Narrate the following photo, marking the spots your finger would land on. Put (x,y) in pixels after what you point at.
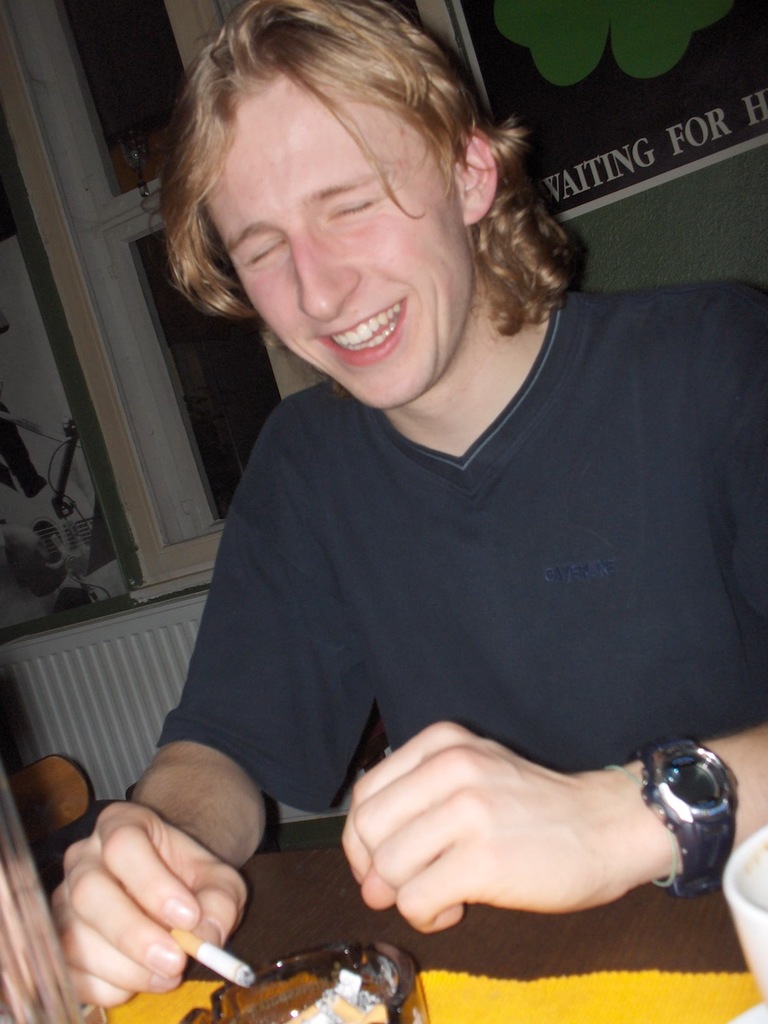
Here I can see a person (398,476) wearing a t-shirt (421,567) and smiling. In front of this person (308,732) there is a table (447,960) on which few bowls (404,1000), cloth (452,1020) and some other objects (38,956) are placed. Here I can see a watch (671,793) to the person's hand (547,783) and holding a cigarette (198,955) in the other hand (181,888). In the background (124,318) there is a window (126,325). At the back of this person (596,585) there is a poster (651,136) attached to the wall (659,237). On the poster (628,163), I can see some text (618,151).
